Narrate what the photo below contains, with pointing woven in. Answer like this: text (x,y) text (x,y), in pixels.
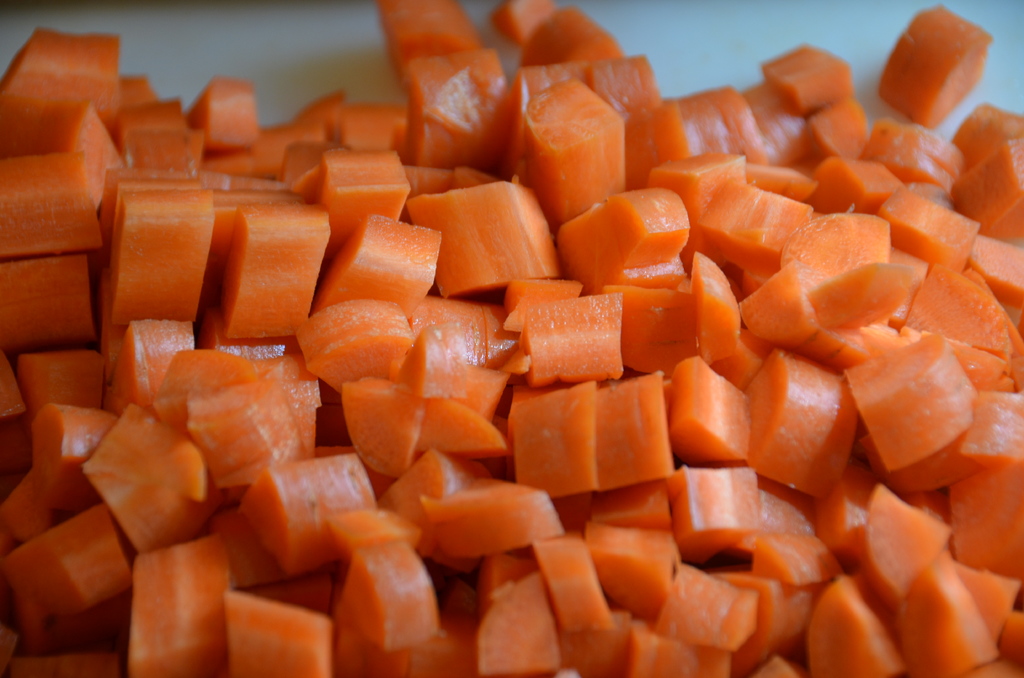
This image consists of food (710,373).
